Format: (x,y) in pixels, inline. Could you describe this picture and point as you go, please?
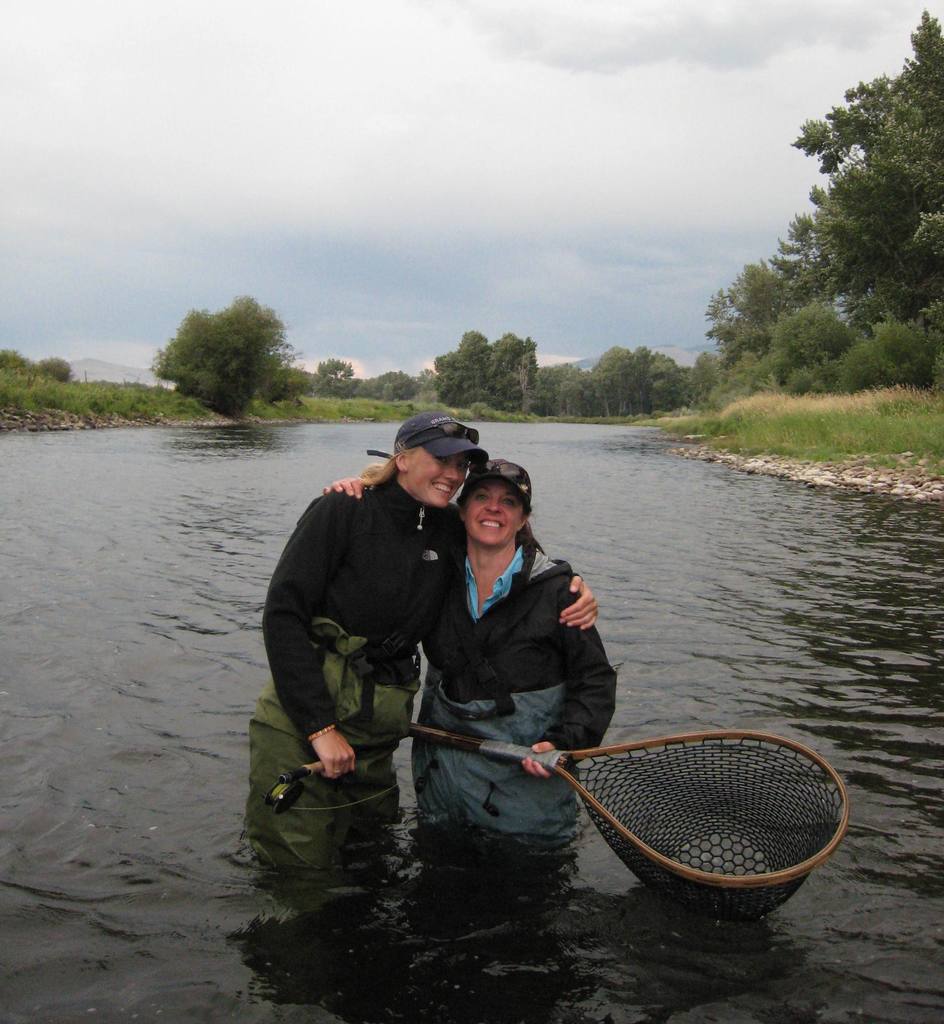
In this picture I can observe two women (323,604) standing in the water (229,583). One of them is holding a net (630,780) in her hand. Both of them are smiling and wearing caps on their heads (440,500). In the background (242,487) I can observe lake (497,429), some trees (891,297) and clouds (408,142) in the sky (417,236).
